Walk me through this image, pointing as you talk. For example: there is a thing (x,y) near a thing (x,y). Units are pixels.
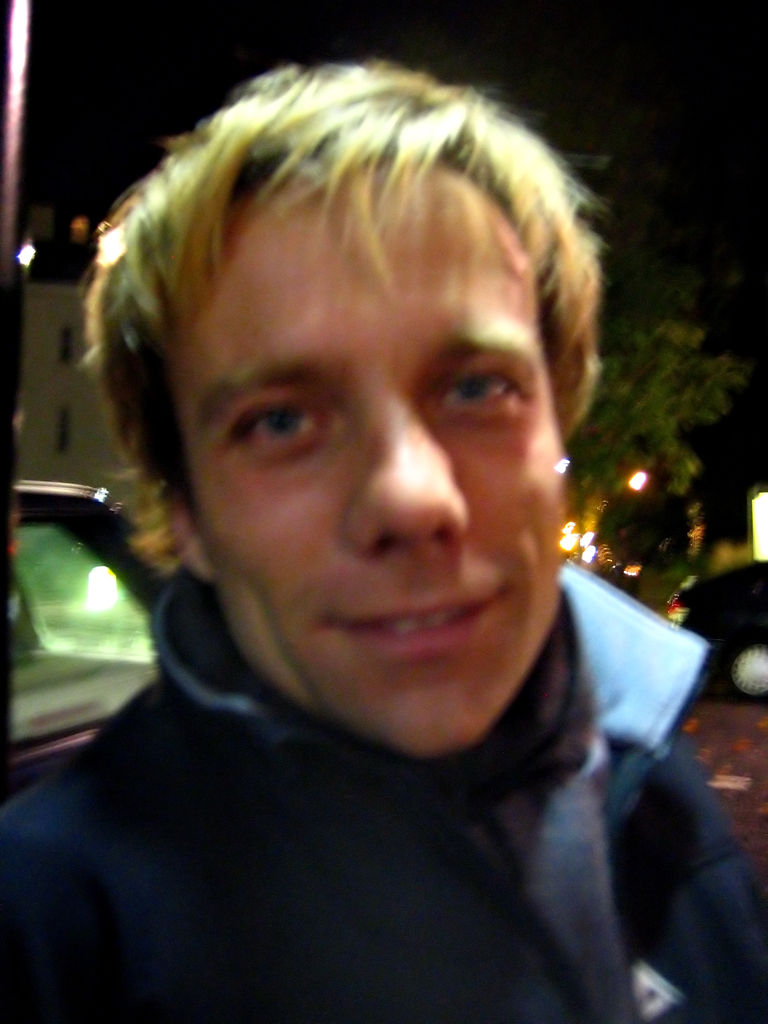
This is an image clicked in the dark. Here I can see a man (311,780) smiling and giving pose for the picture. At the back of him there is a car (46,658). In the background (686,357) there is a building (68,372), a tree (598,468) and few lights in the dark.
